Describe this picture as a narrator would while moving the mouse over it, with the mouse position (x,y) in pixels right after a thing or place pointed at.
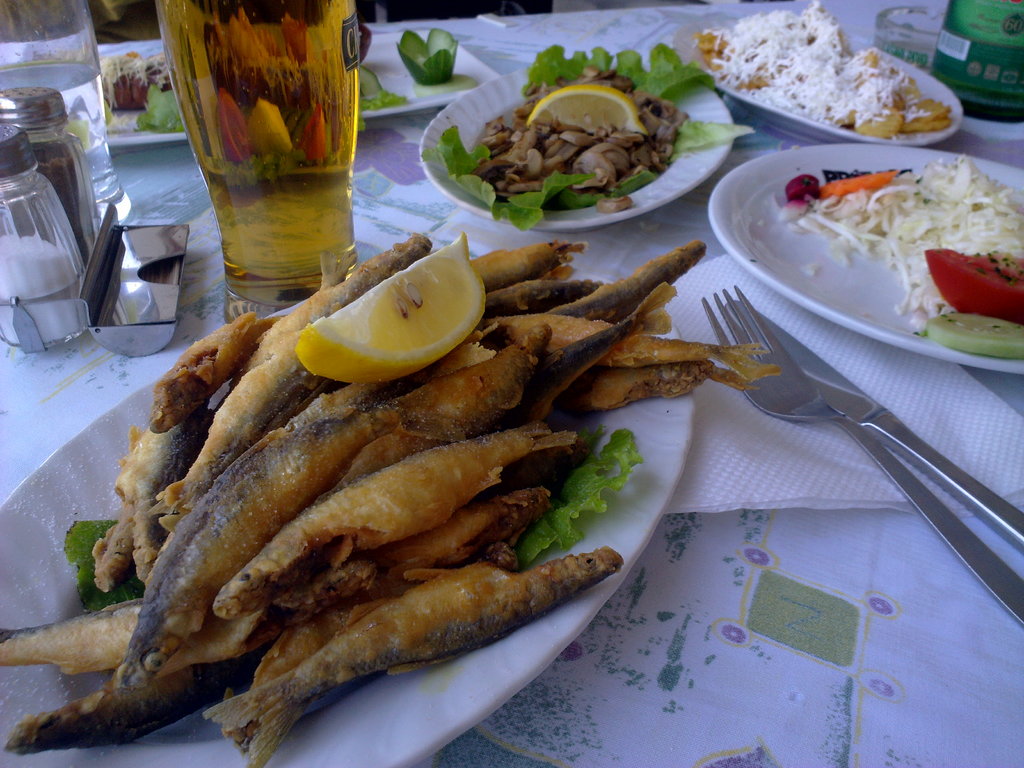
In this image we can see some food (598,371) in the plates (685,434), forks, knives (1016,517), some containers (80,326), bottles (80,310), glass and a tissue paper (842,487) which are placed on the table (630,650).
